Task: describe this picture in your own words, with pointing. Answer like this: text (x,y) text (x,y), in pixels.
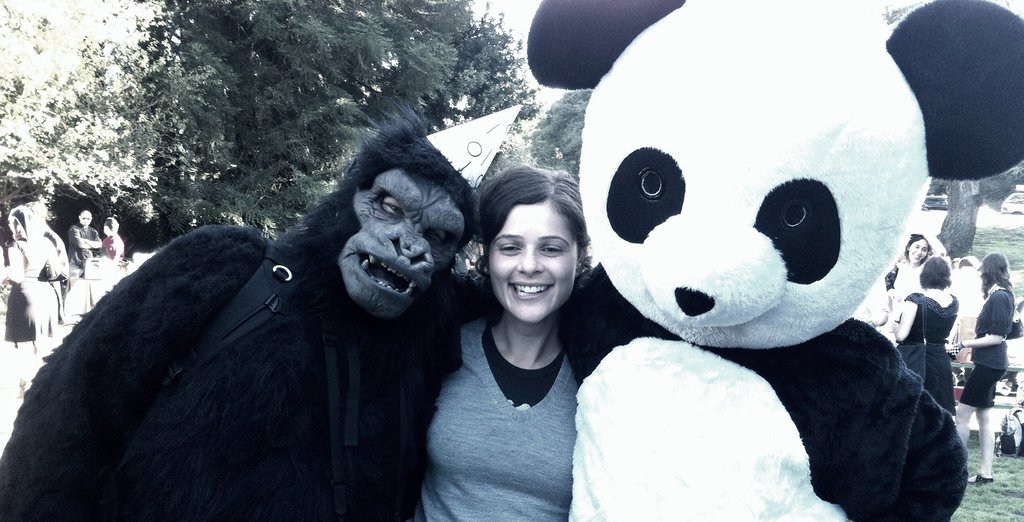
In this image there are three persons (749,227) standing, in which two persons (766,104) are in fancy dresses (813,432), and in the background (974,396) there are group of people (974,396) standing, there are trees (37,72).
